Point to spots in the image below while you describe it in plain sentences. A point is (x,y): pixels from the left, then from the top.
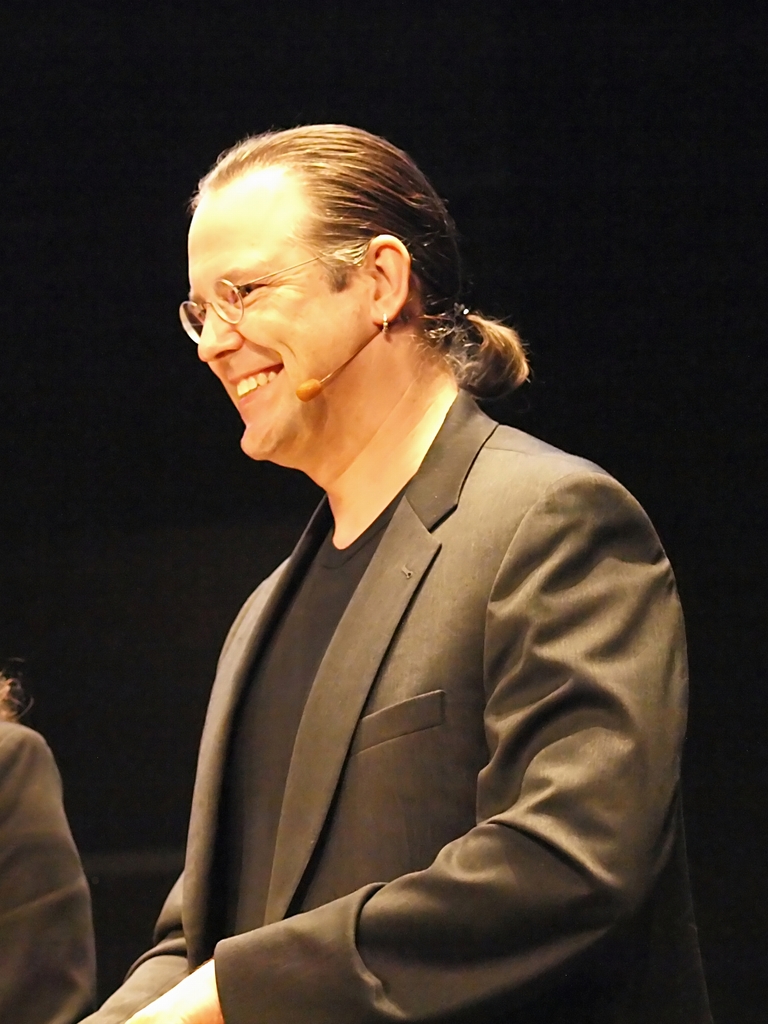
In this picture I can see a man (392,725) in front (409,798), who is wearing a suit (383,639) and I see that he is smiling and I see a mic (318,390) near to his mouth (254,398). In the background (8,907) I see a person (47,878) near to him and I see that it is dark.
